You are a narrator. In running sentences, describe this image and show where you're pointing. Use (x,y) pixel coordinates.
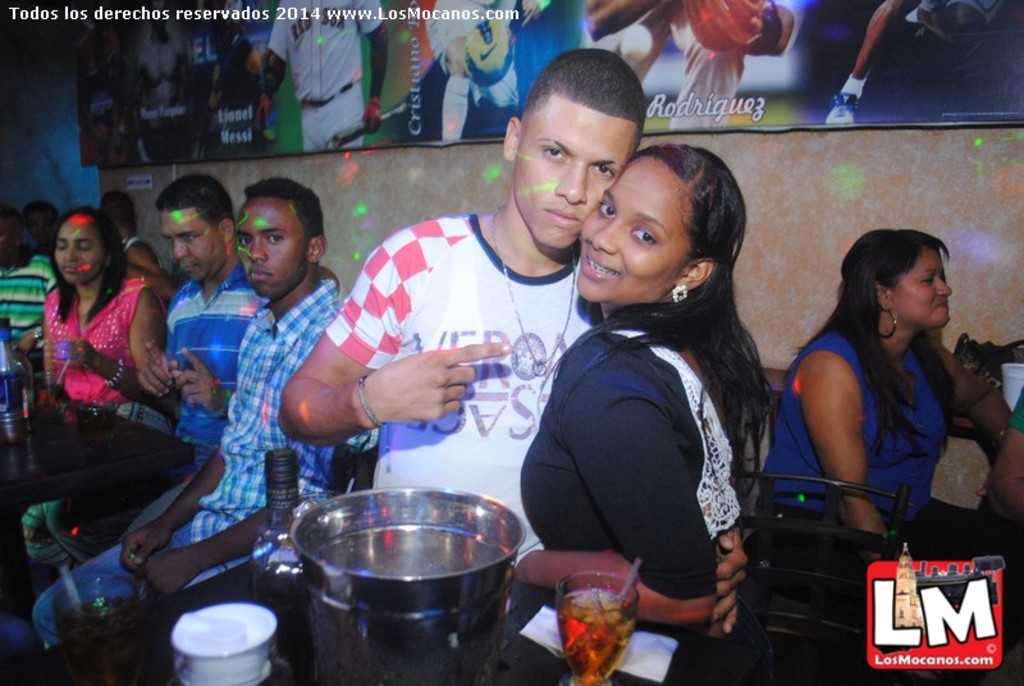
In this image we can see some people (430,440) in a room (568,529) and among them two people (743,389) are standing and posing for a photo. There are some tables (534,599) and we can see objects (552,637) like glasses (581,655), bottle (272,483) and some other things (355,629) on the table (653,683). We can see a wall (426,149) in the background (351,142) with a poster (926,62) and on the poster (953,101) there are some pictures (464,93).
